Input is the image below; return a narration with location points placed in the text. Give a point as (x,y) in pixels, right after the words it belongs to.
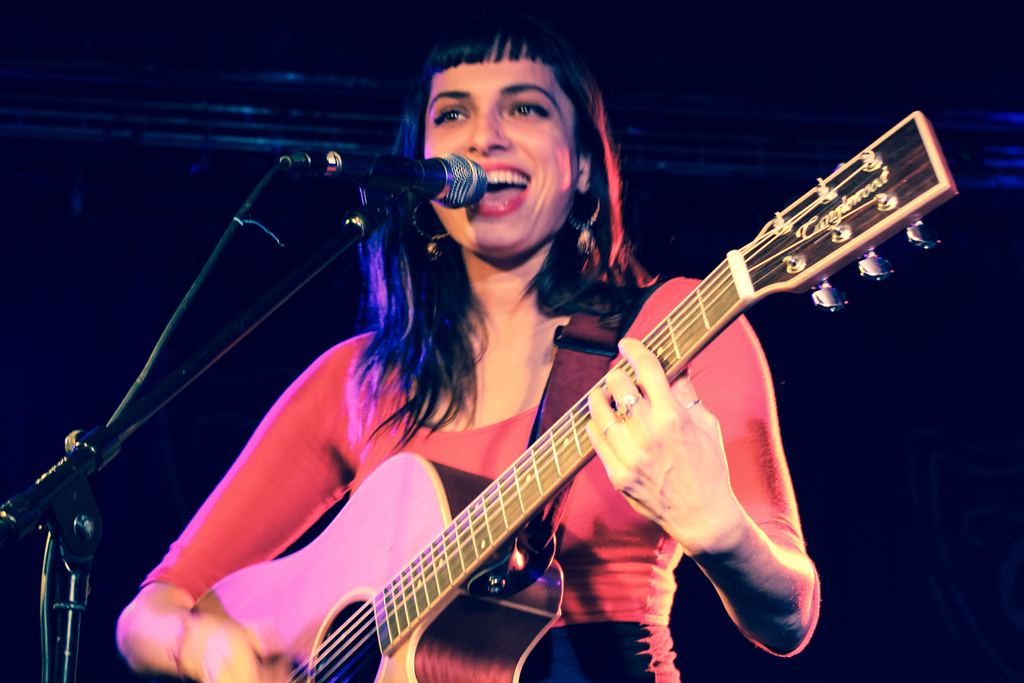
In this picture we can see woman (604,411) holding guitar (758,252) in her hands (266,638) and playing it and singing on mic (463,180) and in background (781,100) it is dark.
